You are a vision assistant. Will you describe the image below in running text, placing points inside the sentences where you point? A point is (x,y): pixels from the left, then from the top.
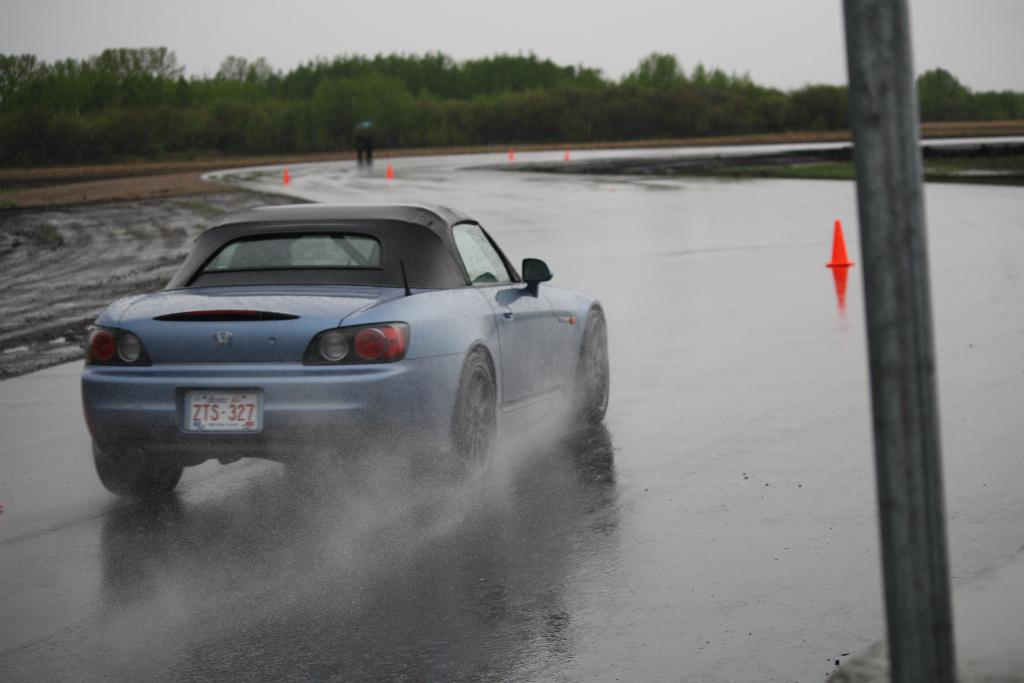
In this image we can see the car (431,298) passing on the wet road (673,398). We can also see a pole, safety cones (839,246) and also the person (366,142) in the background (362,151). We can also see the trees (738,89). Sky (791,74) is also visible.
